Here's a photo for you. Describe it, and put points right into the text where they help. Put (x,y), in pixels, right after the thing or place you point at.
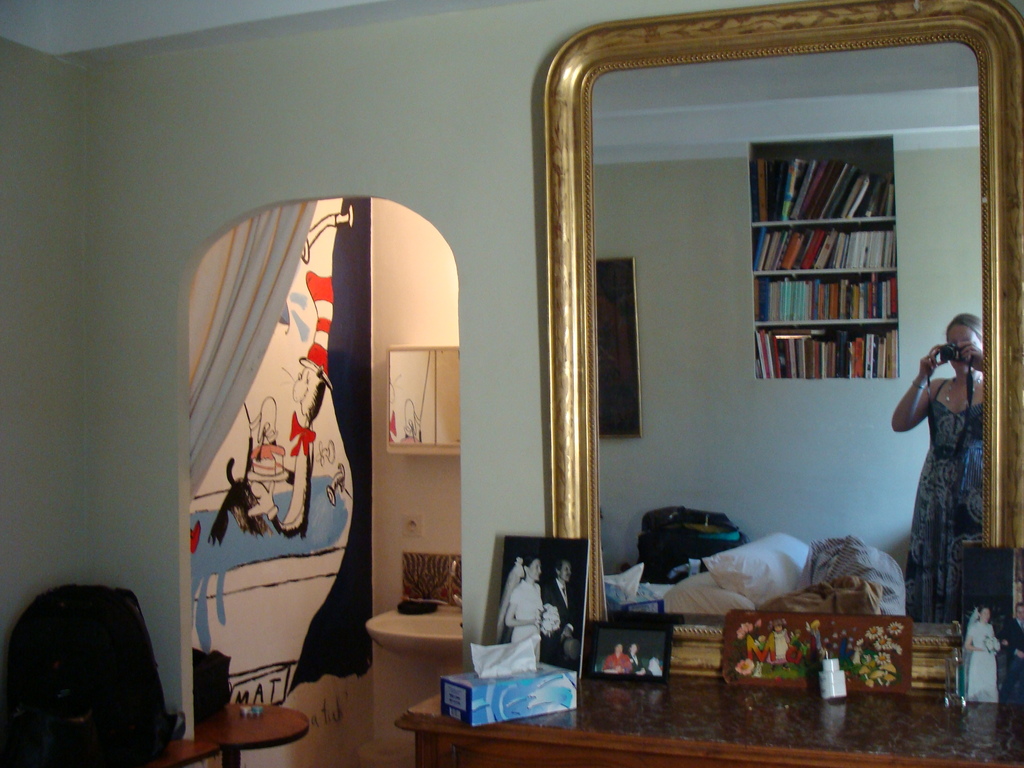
We can see glass mirror (838,399). From this mirror (678,310) we can see women (939,515), books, wall (887,512), cloth (832,560). This woman (924,511) holding camera (944,361). We can see tissue (515,660), photo frame (545,600).
